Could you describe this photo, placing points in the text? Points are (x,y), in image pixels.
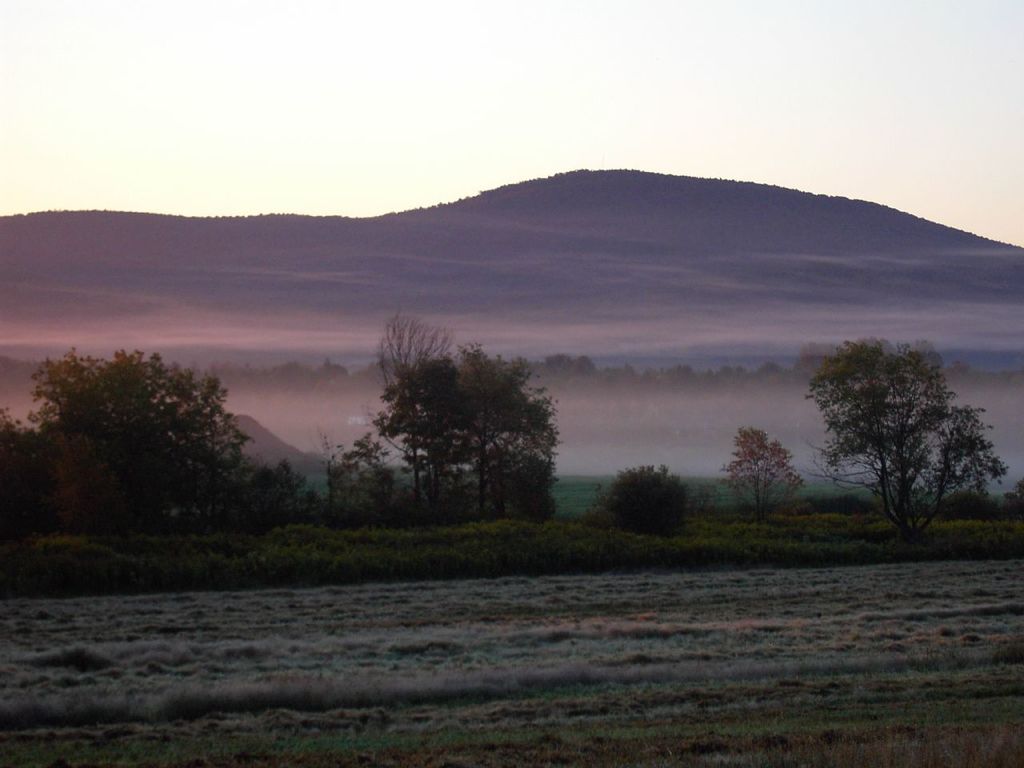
At the bottom of the image (389,637) there is a cultivated land (116,664). Behind that land (504,646) there are small plants (873,502) and trees (105,489). In the background (534,279) there are hills (565,260). At the top of the image (930,115) there is a sky (947,115).
